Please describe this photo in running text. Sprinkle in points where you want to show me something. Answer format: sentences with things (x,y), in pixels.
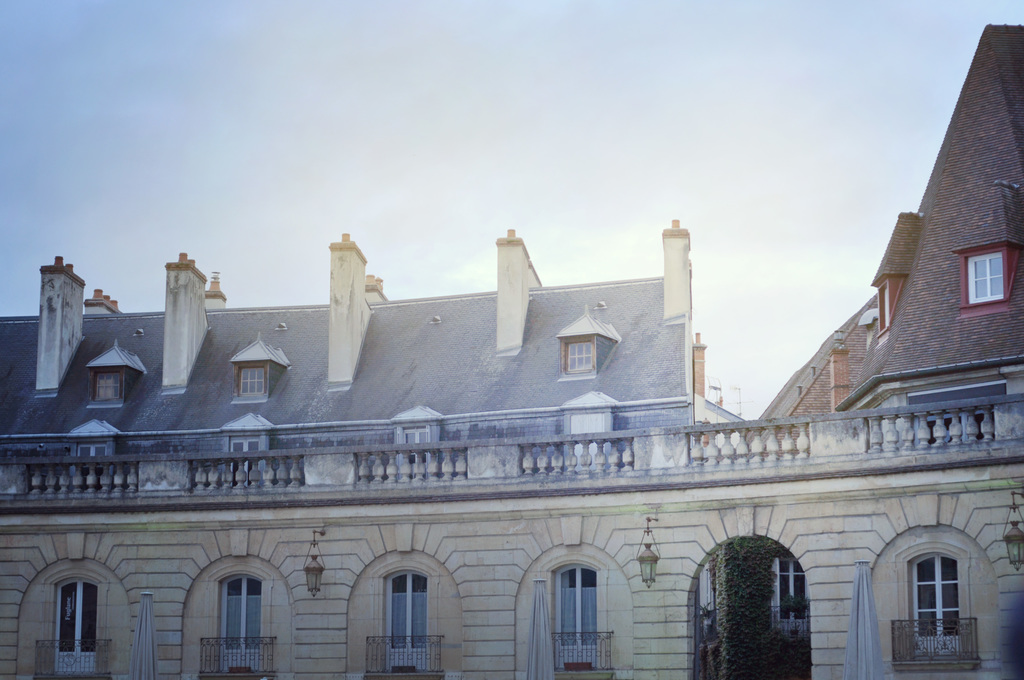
In this picture I can see a building (667,432) with windows (244,594), there are lights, iron grilles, plants (738,572), and in the background (723,173) there is the sky (730,124).
